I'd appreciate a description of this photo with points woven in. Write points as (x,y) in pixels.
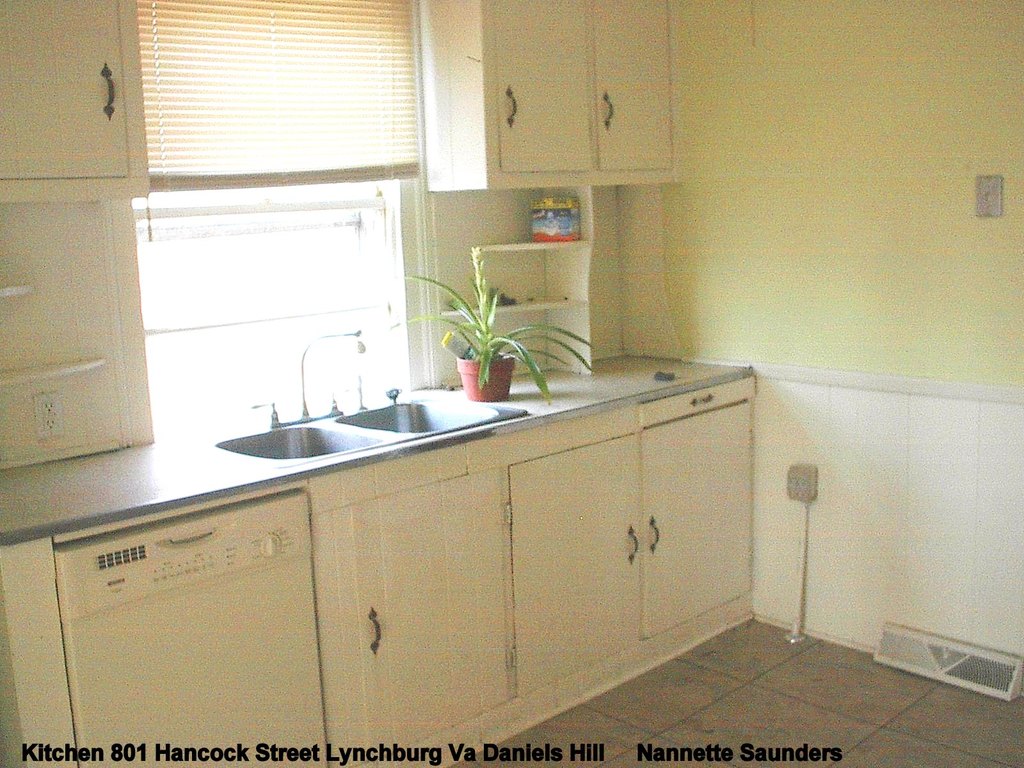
This image is taken indoor. In the background (798,257) there is a wall (819,238). There is a window (271,238) and there is a window blind (245,78). There are many cupboards (551,107). In the middle of the image (590,384) there is a kitchen platform (562,387) with sinks (332,432) and taps (362,408). There is a plant (493,347) in the pot (491,394) on the kitchen platform (45,507). At the bottom of the image (718,719) there is a floor (780,713).
